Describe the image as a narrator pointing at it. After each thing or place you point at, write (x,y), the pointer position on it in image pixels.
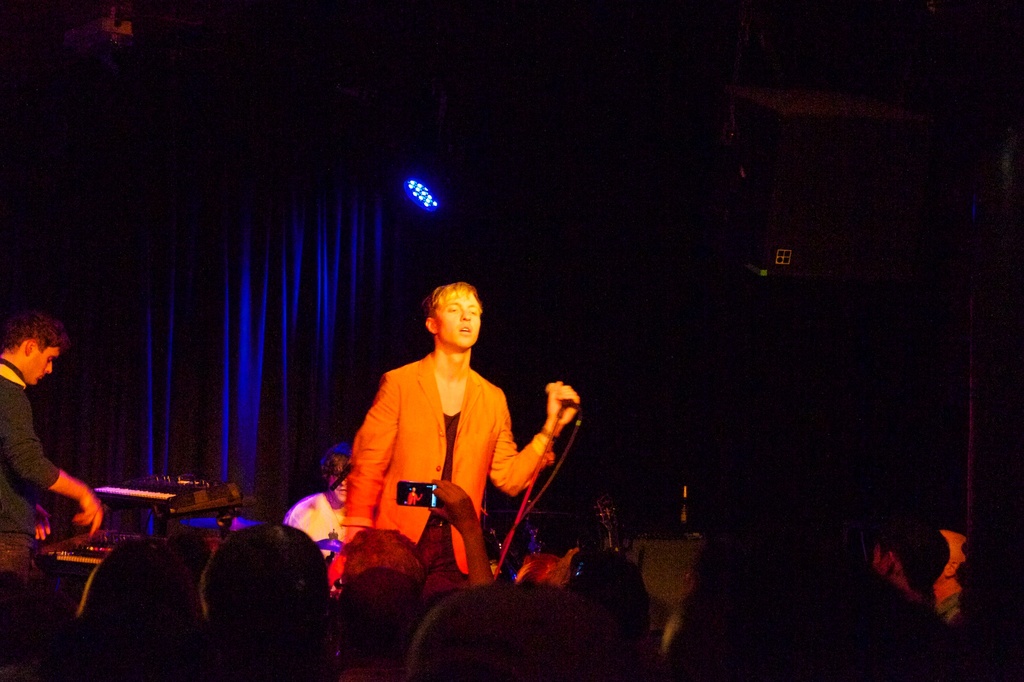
There are two men (435,418) standing. This man (447,452) is holding a mike (565,397), which is attached to the mike stand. On the left side of the image (83,516), I can see another person (29,462) playing piano (104,541). At the bottom of the image (214,580), I can see a group of people (543,558) standing. I can see a person (454,512) holding a mobile phone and clicking pictures. This looks like a cloth (297,325) hanging. I think this is a show light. Here is a another person (324,511) sitting. The background (231,90) looks dark.
